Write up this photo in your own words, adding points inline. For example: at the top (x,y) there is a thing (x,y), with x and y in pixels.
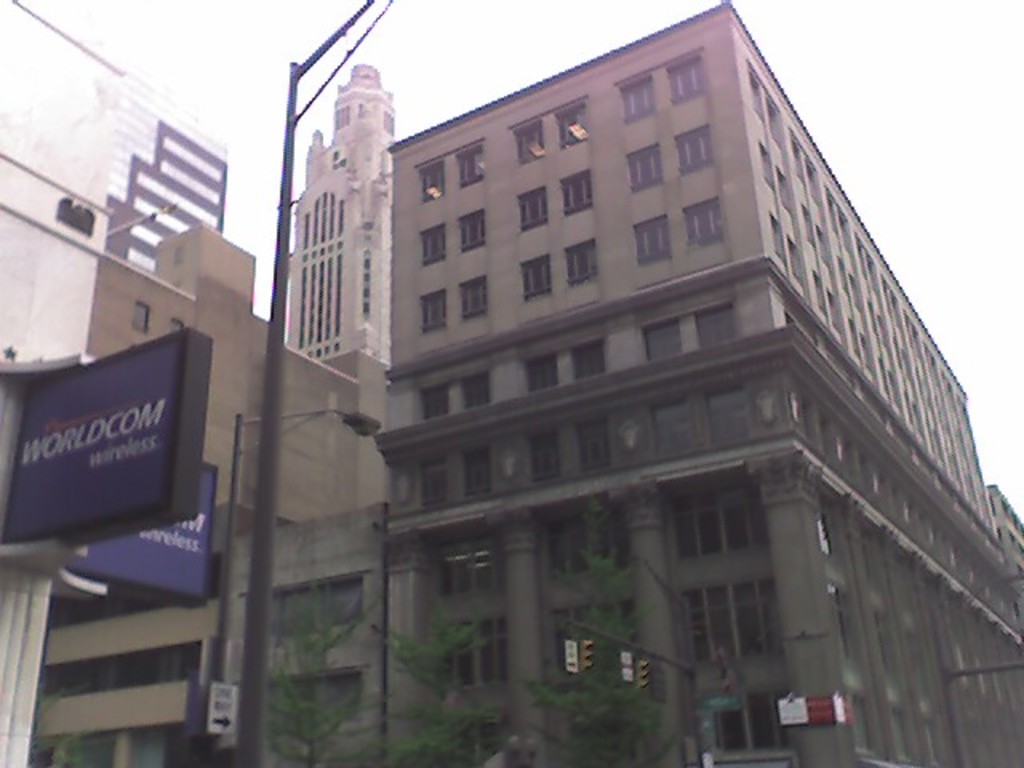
As we can see in the image there are buildings (436,351), street lamp (273,508), banners (114,531), plants (463,743) and sky (532,43).
